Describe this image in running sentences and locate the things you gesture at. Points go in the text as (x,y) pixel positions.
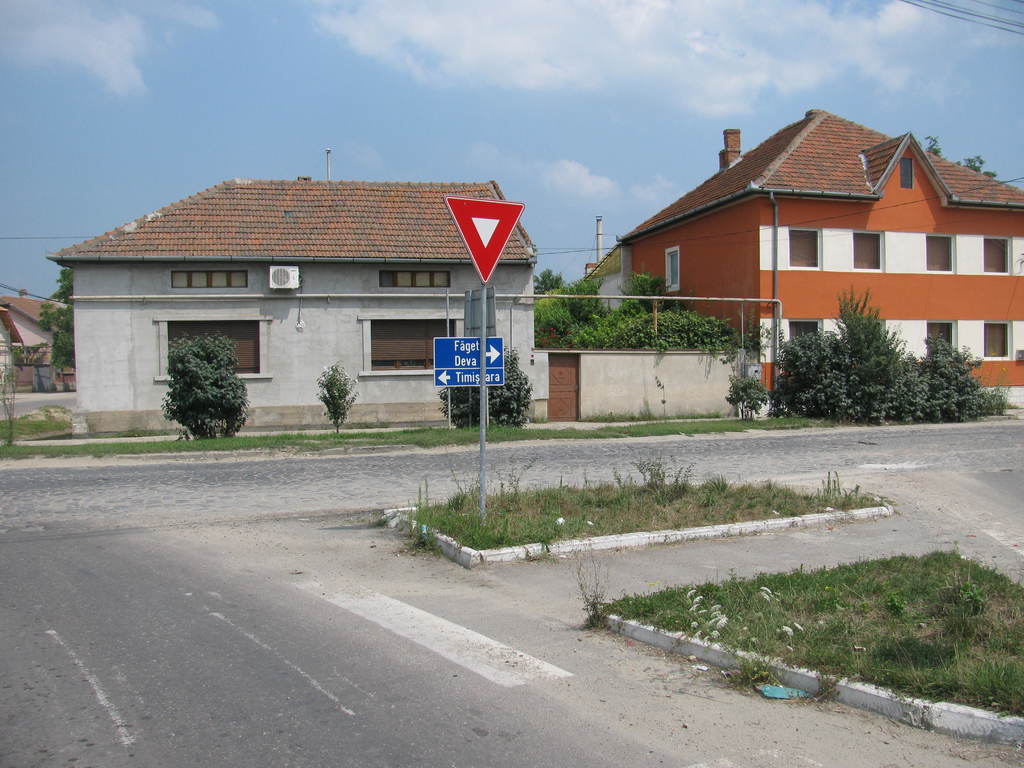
In this picture we can see the road (208,680), here we can see houses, plants (867,503), trees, boards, air conditioner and some objects (485,489) and in the background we can see sky (683,138) with clouds (798,46).
